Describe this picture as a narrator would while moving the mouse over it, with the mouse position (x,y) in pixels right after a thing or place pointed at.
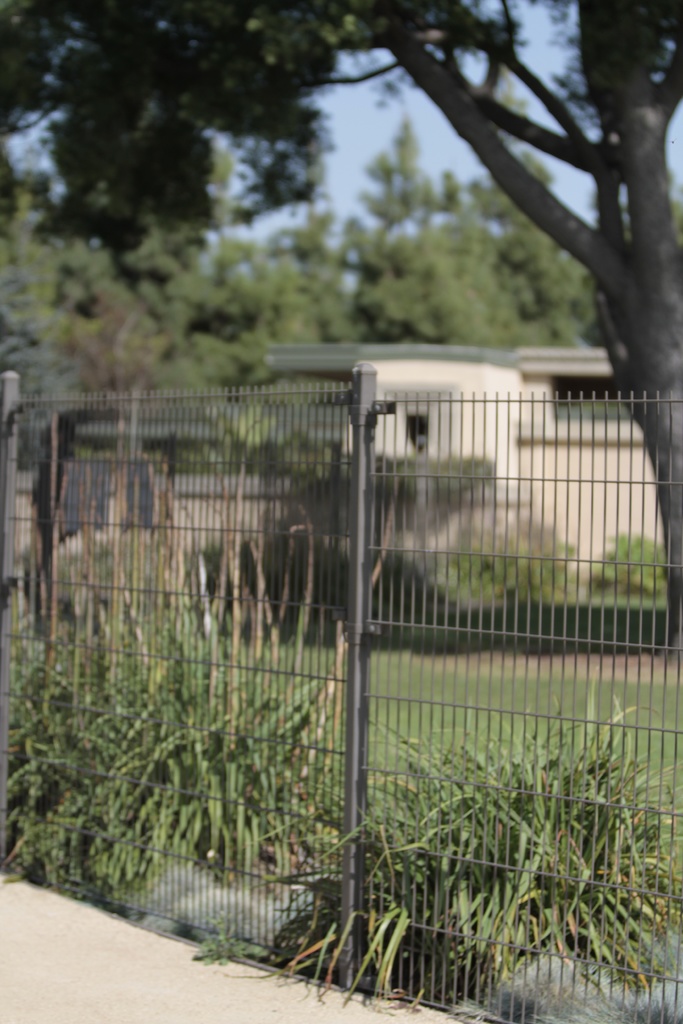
This looks like a fencing (90,524). I can see the bushes (526,834). These are the trees (638,312). In the background (467,362), that looks like a building (499,367).
